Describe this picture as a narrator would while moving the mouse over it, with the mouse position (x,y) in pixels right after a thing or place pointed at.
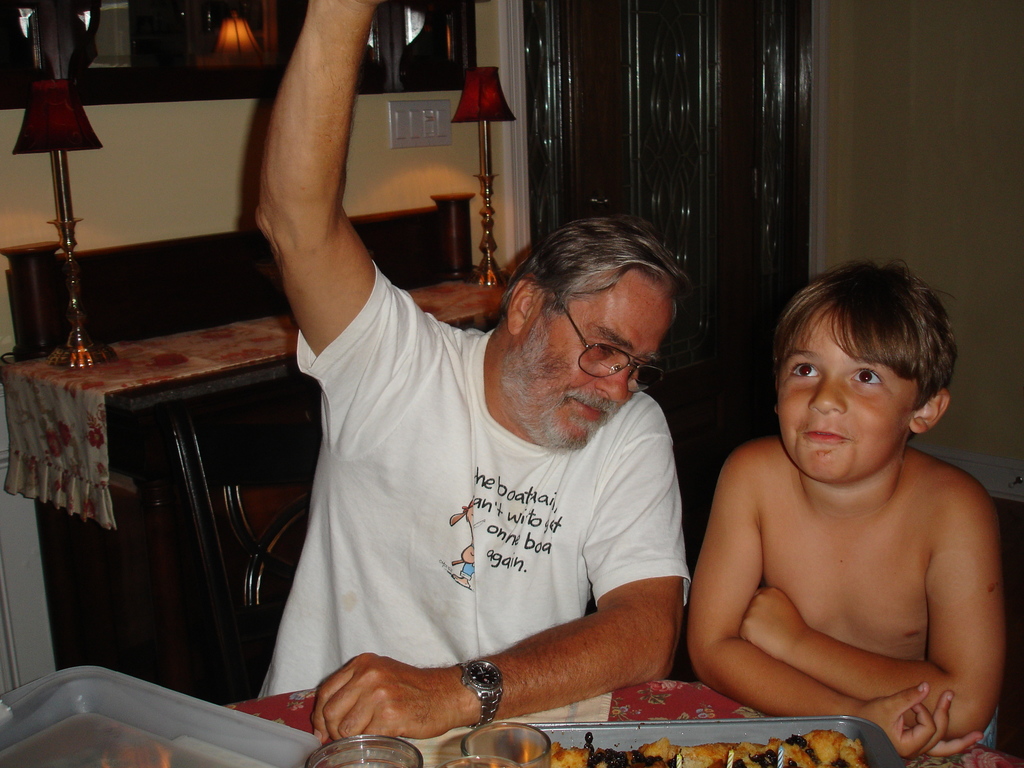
In the foreground of this image (566,488), there is a man (507,531) and a boy (877,540) sitting near a table (672,706) on which there are glasses (403,764) and a cake (664,745) on a tray (743,734) and an object (243,723) on the left side (179,750). In the background (139,391), there is a table (125,333), lamps (506,114), cupboards (426,65), wooden door (699,128) and the wall (928,169).
